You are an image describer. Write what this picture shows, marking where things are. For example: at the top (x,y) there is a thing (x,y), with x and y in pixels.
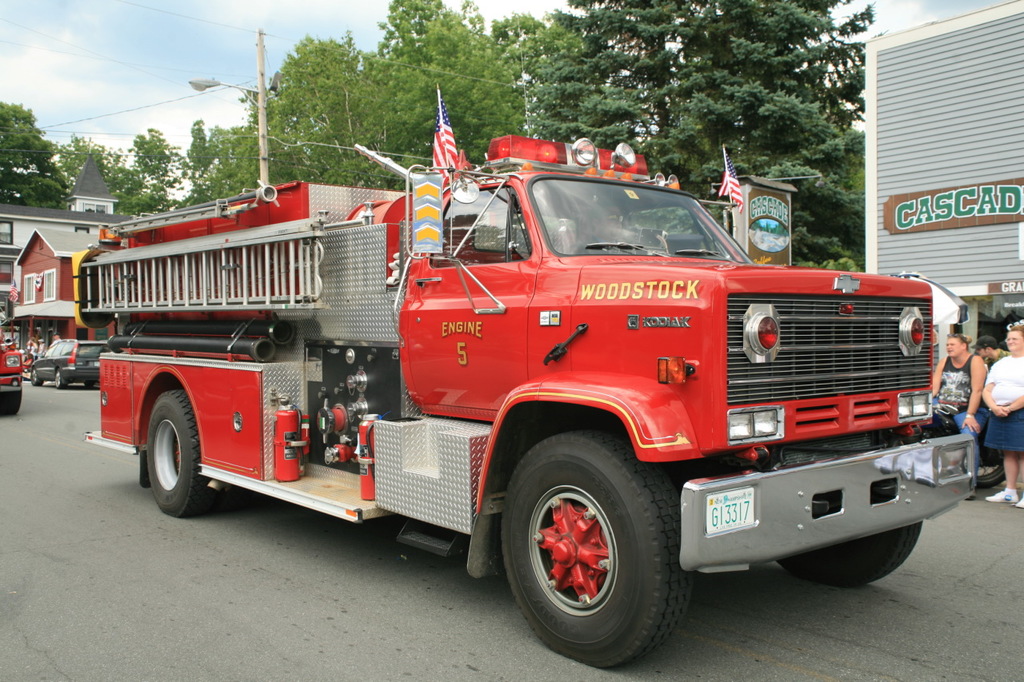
In this image we can see a truck (506,260) on the road (1013,583). On the right (970,387) we can see group of person (988,341) standing near to the building (1021,214). On the left (70,363) we can see many cars (2,373). Here it's a street light (227,84), pole (260,43) and wires (157,104) are connected to it. On the background (549,26) we can see many trees (304,160). On the top (186,42) we can see sky (206,20) and clouds (239,22).
